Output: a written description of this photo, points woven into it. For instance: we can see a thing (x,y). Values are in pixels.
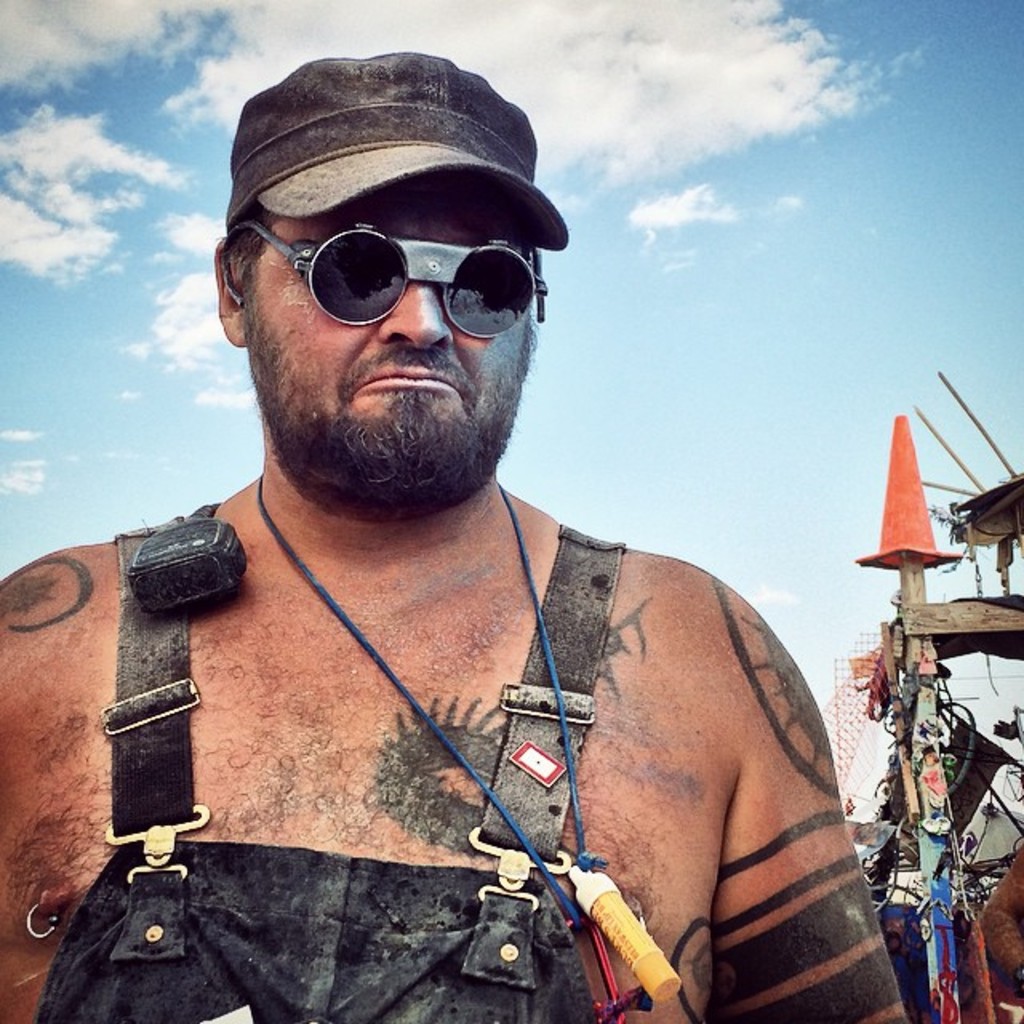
In this image I can see a man (322,766) wearing a cap (302,189) on the head (288,224), goggles (330,268). There are some tattoos (786,956) on his body (579,770). In the background (922,735) there is a wooden pole (948,977) and some other objects (959,814) and also I can see a person's hand (1012,917). At the top of the image (784,289) I can see the sky (755,160) and clouds (673,75).
